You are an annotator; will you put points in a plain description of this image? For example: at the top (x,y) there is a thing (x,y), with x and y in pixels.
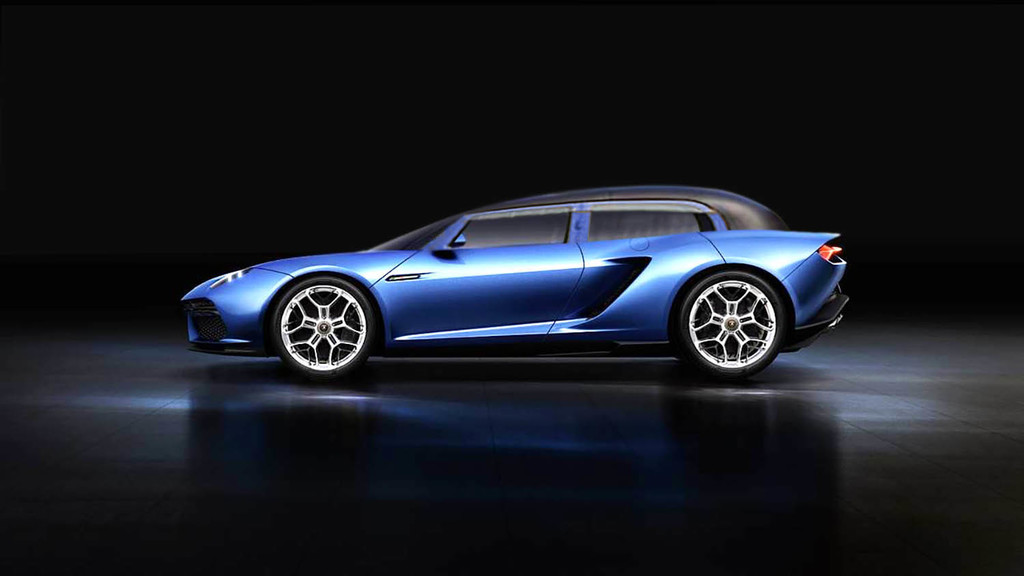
In the image we can see a vehicle (518,301), blue and black in color and the background (484,82) is dark.
